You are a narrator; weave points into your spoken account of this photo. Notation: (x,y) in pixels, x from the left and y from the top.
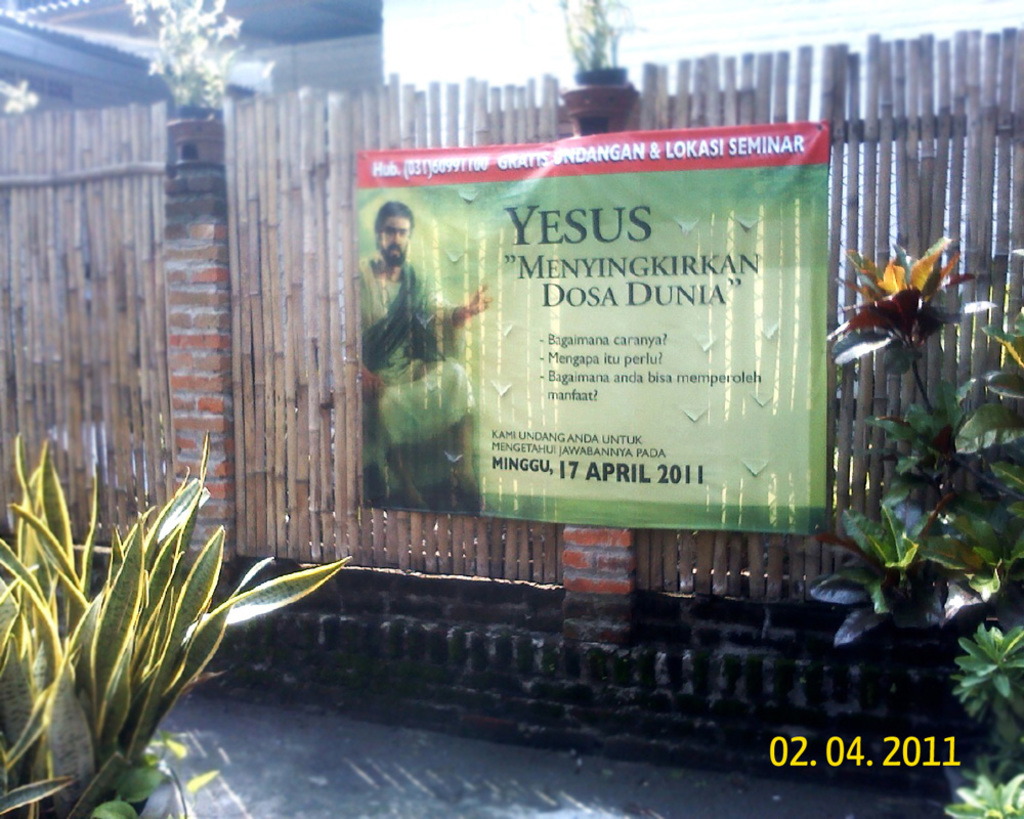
This image is taken outdoors. At the bottom of the image (349,767) there is a ground (377,740). On the left (83,654) and right side of the image (954,515) there are two plants (100,622). In the middle of the image (356,360) there is a fencing (219,331) with bricks (200,341) and wooden sticks (301,277). There is a poster (509,306) with a text (580,353) on it.
